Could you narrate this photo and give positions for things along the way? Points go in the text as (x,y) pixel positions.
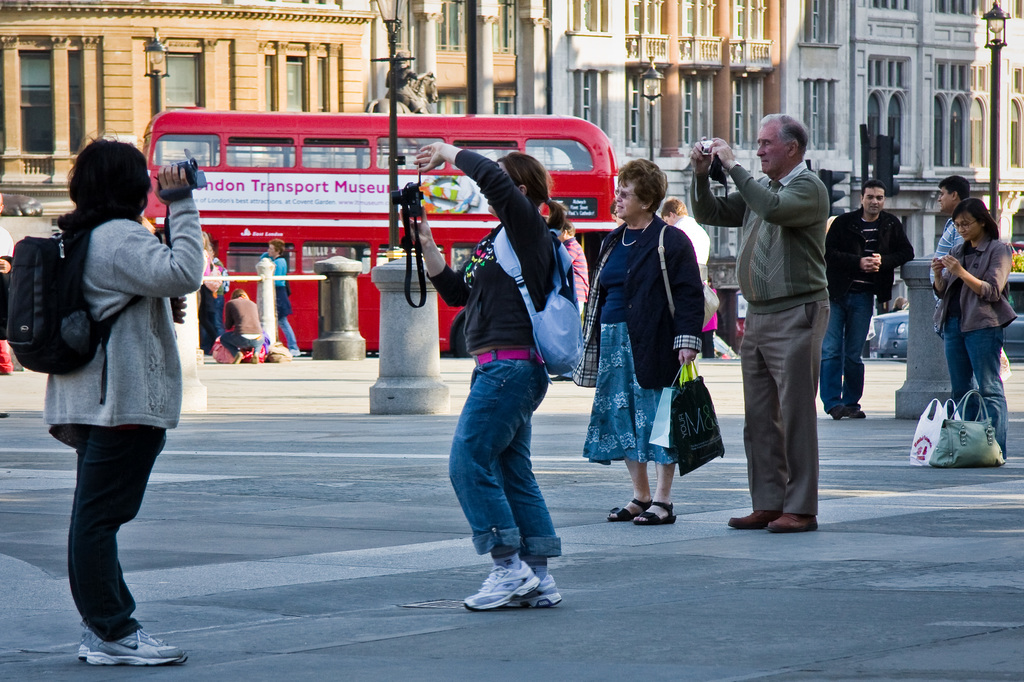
In this picture I can see buildings (56,42) and a double-decker bus (364,208) and I can see few people (689,295) standing and few (483,379) are holding cameras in their hands (726,163) and taking pictures and I can see few bags (965,459) on the ground (566,481) and few pole lights (400,235).
